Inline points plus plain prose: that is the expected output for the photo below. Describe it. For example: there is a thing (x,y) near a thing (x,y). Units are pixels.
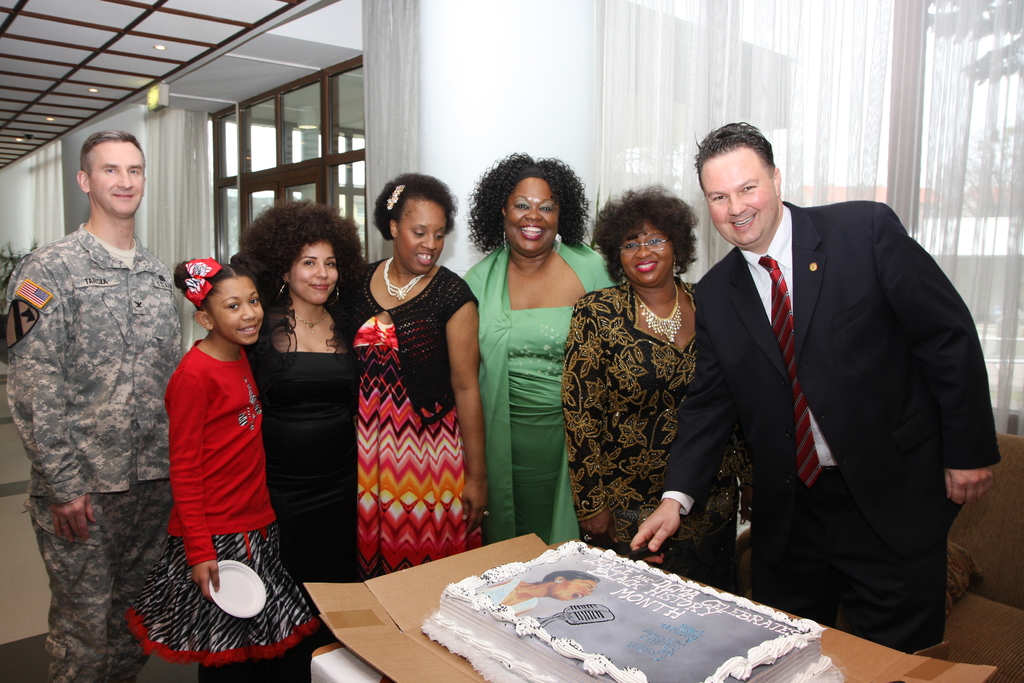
In the picture I can see group of people (502,356) are standing and smiling in front of the image. I can also see a cake (658,653) which has photo (556,600) of a person (535,590) and something written on the cake (665,630). The cake (602,619) is on a object (416,607). In the background (85,77) I can see lights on the ceiling (161,75), curtains (696,123), framed glass wall (261,133) and some other objects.
